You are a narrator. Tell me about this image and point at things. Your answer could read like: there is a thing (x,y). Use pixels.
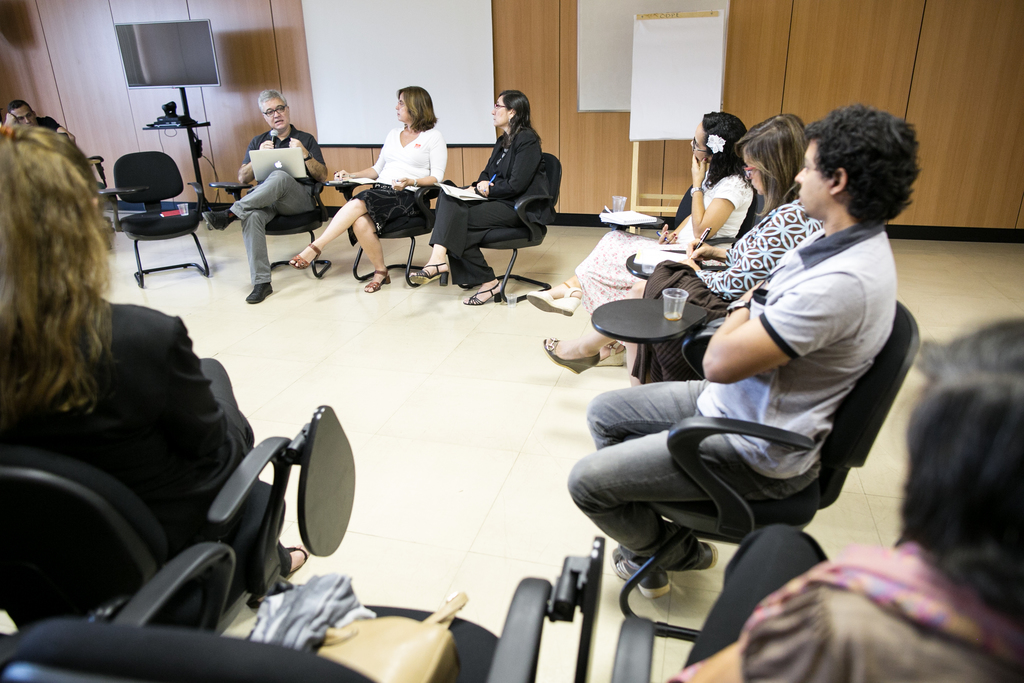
In this image we can see few persons (403,203) are sitting on the chairs (219,585) and among them a woman (564,300) is holding a pen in her hand (715,254) and few persons (669,242) are holding books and a man (275,208) is holding a mic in the hand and carrying a laptop (289,167) on the legs (280,190). In the background (128,64) there is a TV (137,75) on the stand (173,127) and we can see objects (168,115) on the stand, screen (337,121), board (664,130) on a stand (650,18) and a board (614,45) on the wall (559,64).
